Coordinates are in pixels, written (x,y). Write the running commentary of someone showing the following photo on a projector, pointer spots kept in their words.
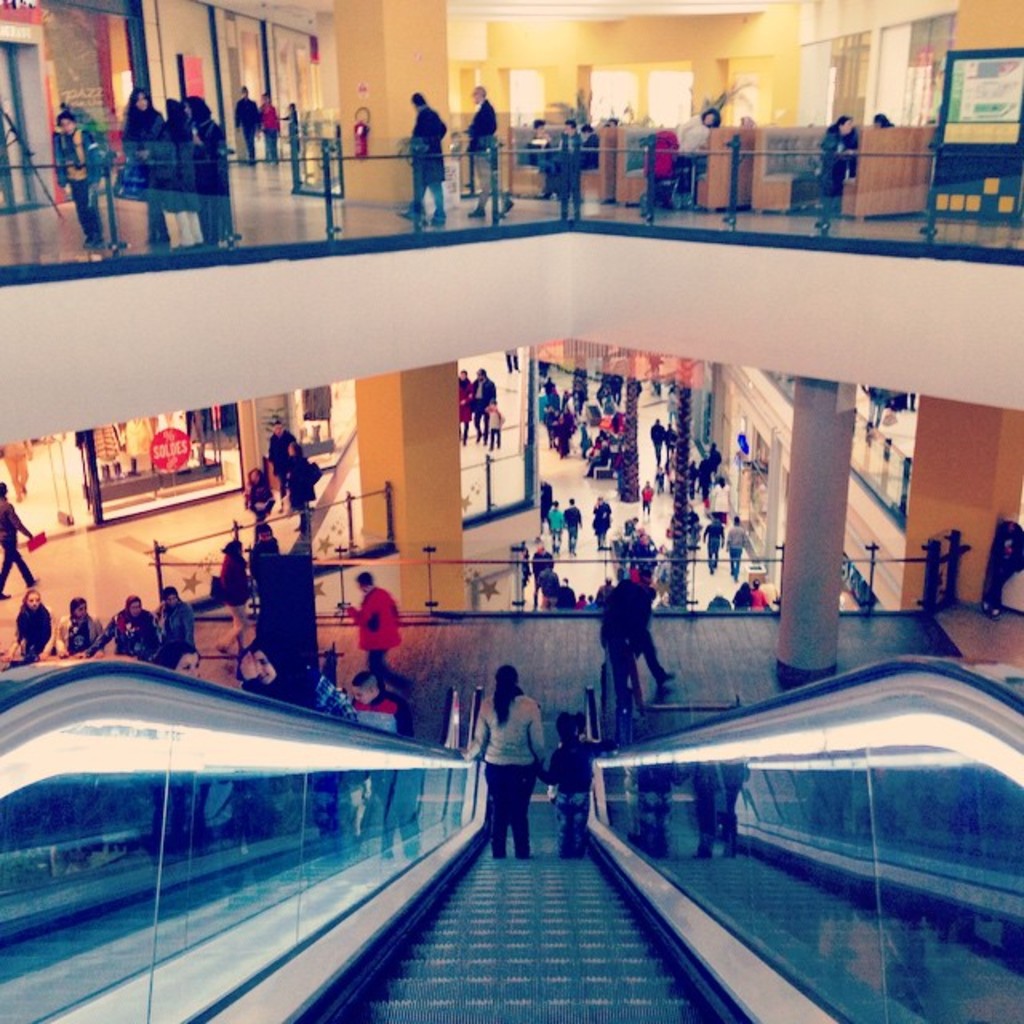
In this picture we can observe an escalator (491,920). There are some members (258,485) walking in this building (397,197). We can observe glass railing (388,169). There are some pillars (407,409). In the background (547,57) we can observe yellow color wall (637,49).
